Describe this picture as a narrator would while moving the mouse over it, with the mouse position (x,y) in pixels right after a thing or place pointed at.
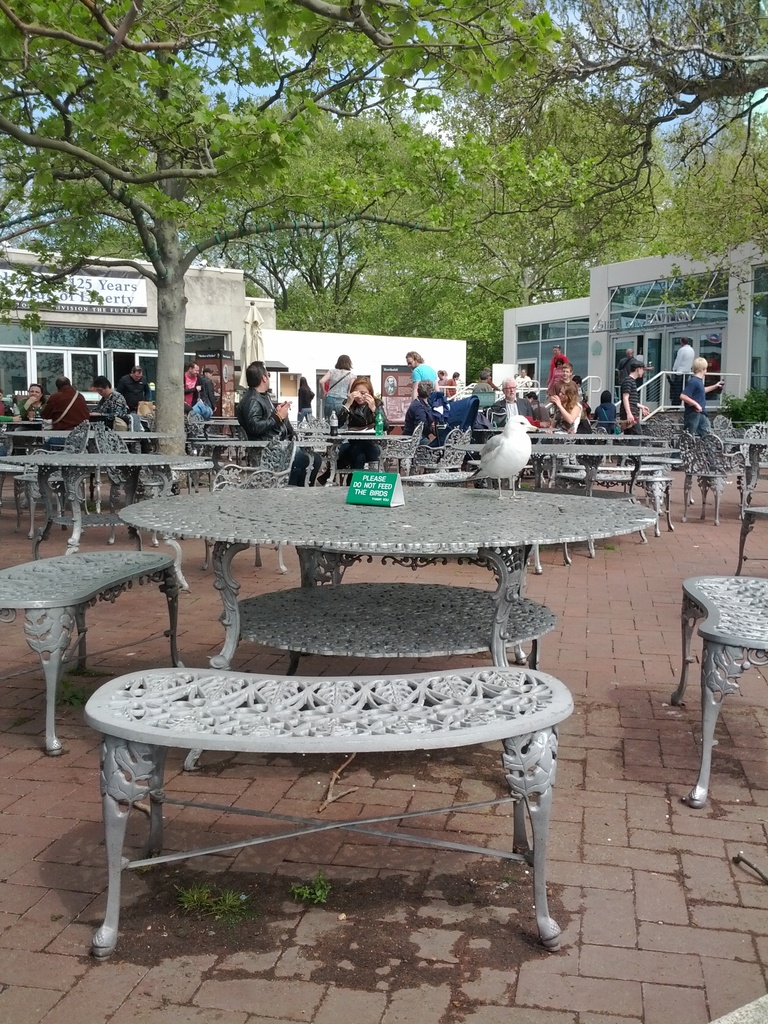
In this picture we can see some persons (553,403) are sitting on the benches (74,444). This is table (361,555). On the background (366,336) we can see some buildings (701,292) and these are the trees (439,142).
